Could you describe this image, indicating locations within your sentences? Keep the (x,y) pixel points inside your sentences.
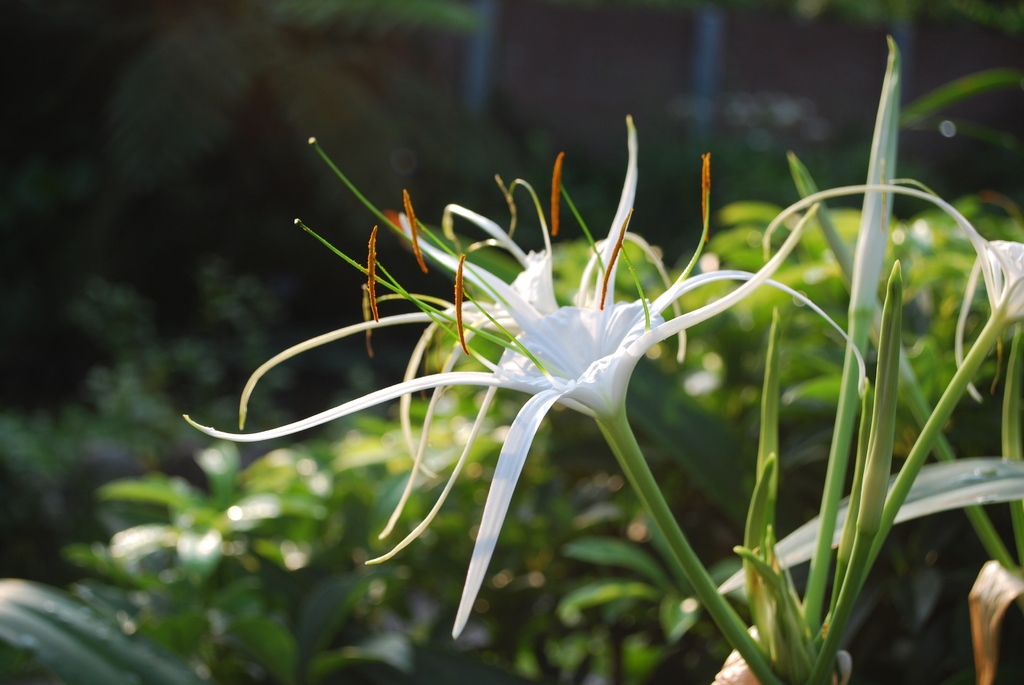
In this image we can see lily flowers (514,242) and buds (776,576). In the background (905,401) we can see leaves (197,495) and it is blurry.
